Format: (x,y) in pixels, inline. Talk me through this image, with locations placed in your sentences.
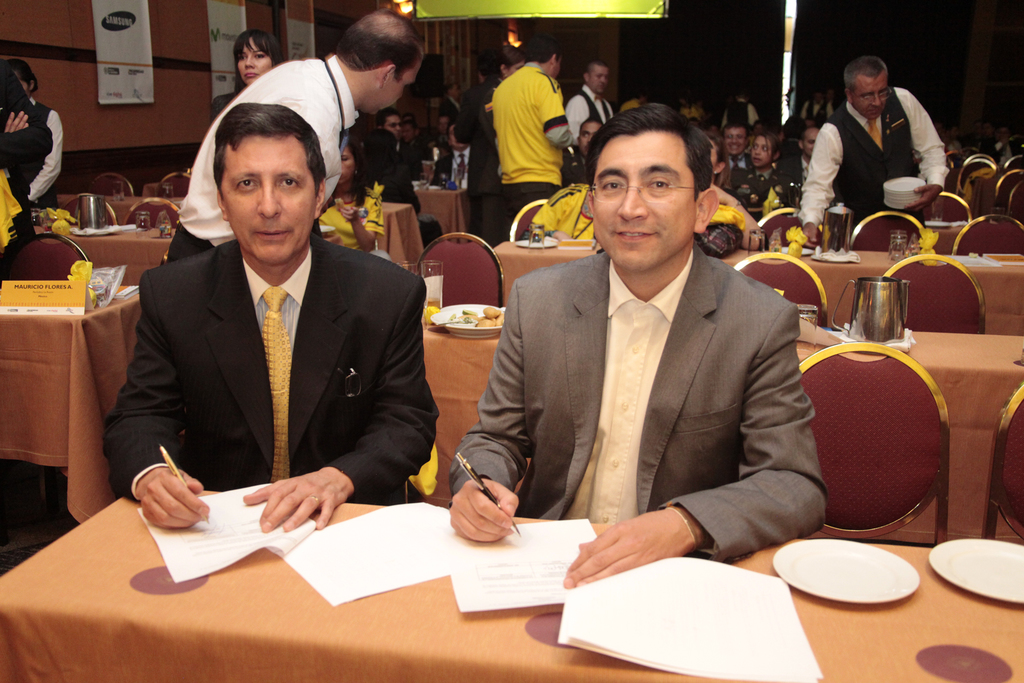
In the picture we can see two men (748,369) are sitting on the chairs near the table (582,652) and writing something on the papers (488,595) and they are in blazers (176,358) and shirts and behind them, we can see tables (72,442) and chairs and we can see some people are sitting and some are standing and one man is collecting the plates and besides to them we can see a wall (168,60) with some posters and beside it we can see the light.
